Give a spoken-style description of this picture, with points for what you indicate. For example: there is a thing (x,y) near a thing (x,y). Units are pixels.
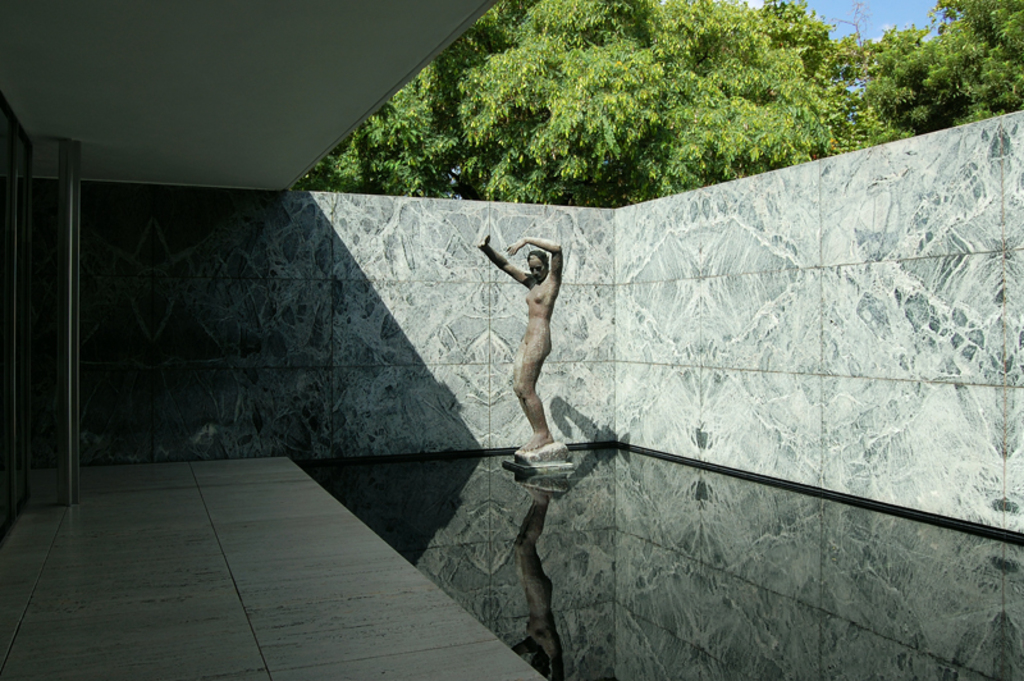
There is a statue of a woman (531,370), at the bottom (639,596) there is water (683,559). This is the wall (699,362), there are trees (731,112) in this image.
